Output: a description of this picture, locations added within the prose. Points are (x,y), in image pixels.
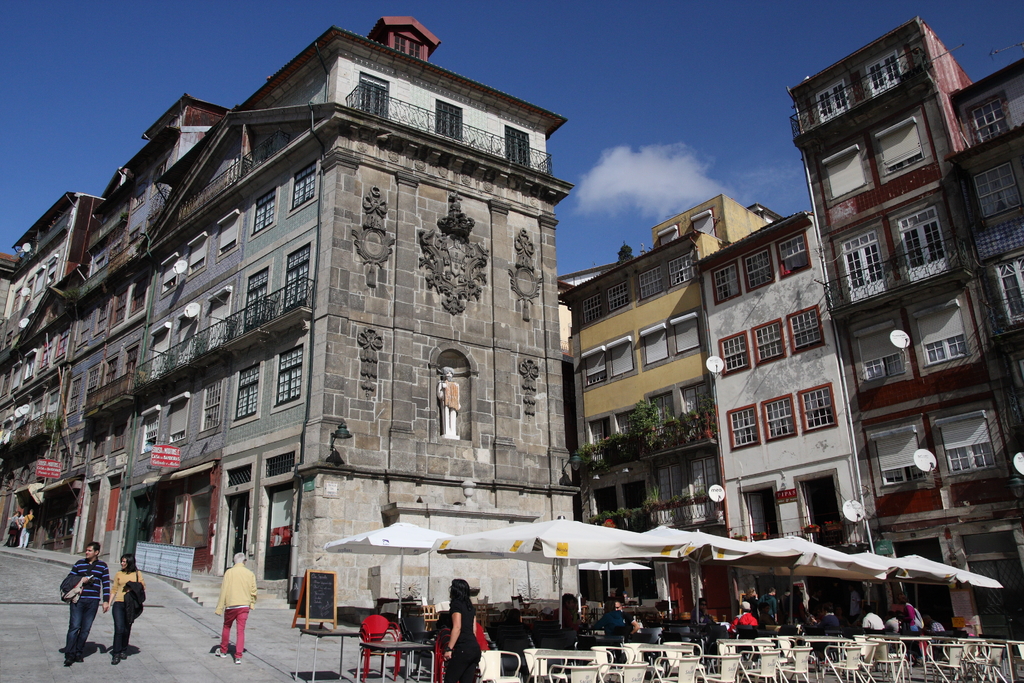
In this image we can see there are buildings (736,264) with plants (703,406) and boards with text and stairs (199,598). We can see there are few people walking on the ground (155,614) and a few people (752,620) sitting and there are chairs (686,639), tables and tent (903,578). At the top (583,139) we can see the sky (737,105).
